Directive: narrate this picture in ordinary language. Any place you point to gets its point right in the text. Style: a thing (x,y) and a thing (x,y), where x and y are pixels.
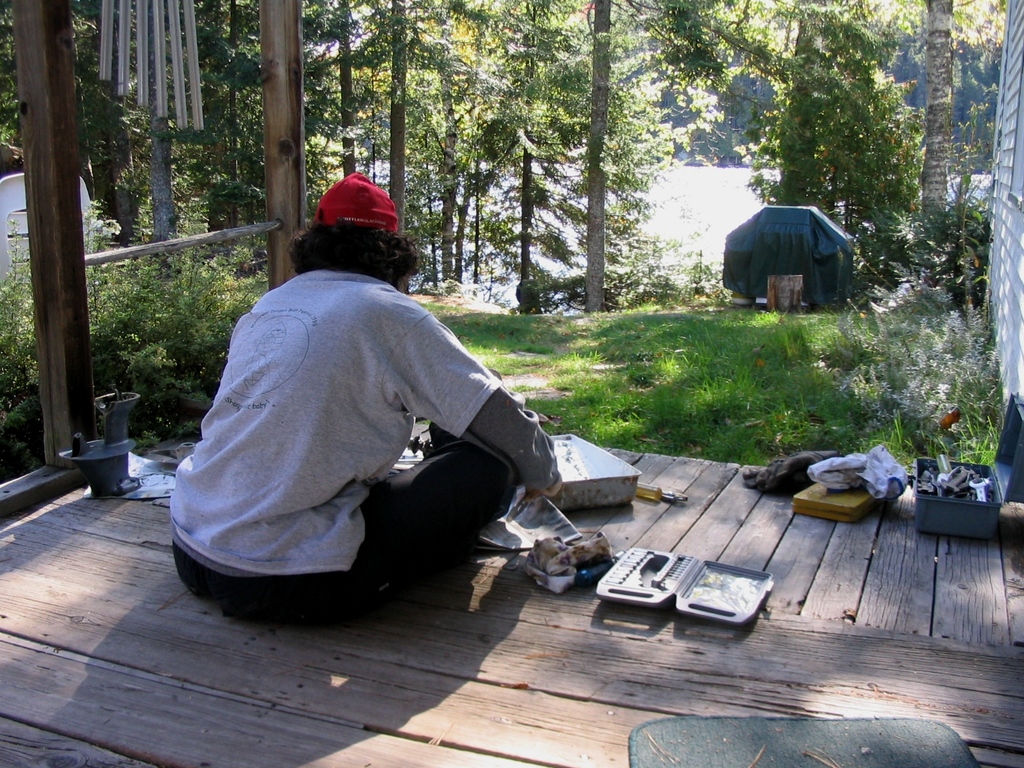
In this image a person (336,264) wearing a cap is sitting on the wooden floor (581,707) having a box (983,508) and few objects (746,592) on it. In the box (966,523) there are few metal objects (980,494). Before him there is grassland (617,359) having few plants (950,351) and trees (595,91). Right side (998,300) there is a wall (1010,373). Middle of the image (581,262) there is water (697,188). Beside there are few trees (725,119). There is an object (787,251) on the grassland (788,381).
